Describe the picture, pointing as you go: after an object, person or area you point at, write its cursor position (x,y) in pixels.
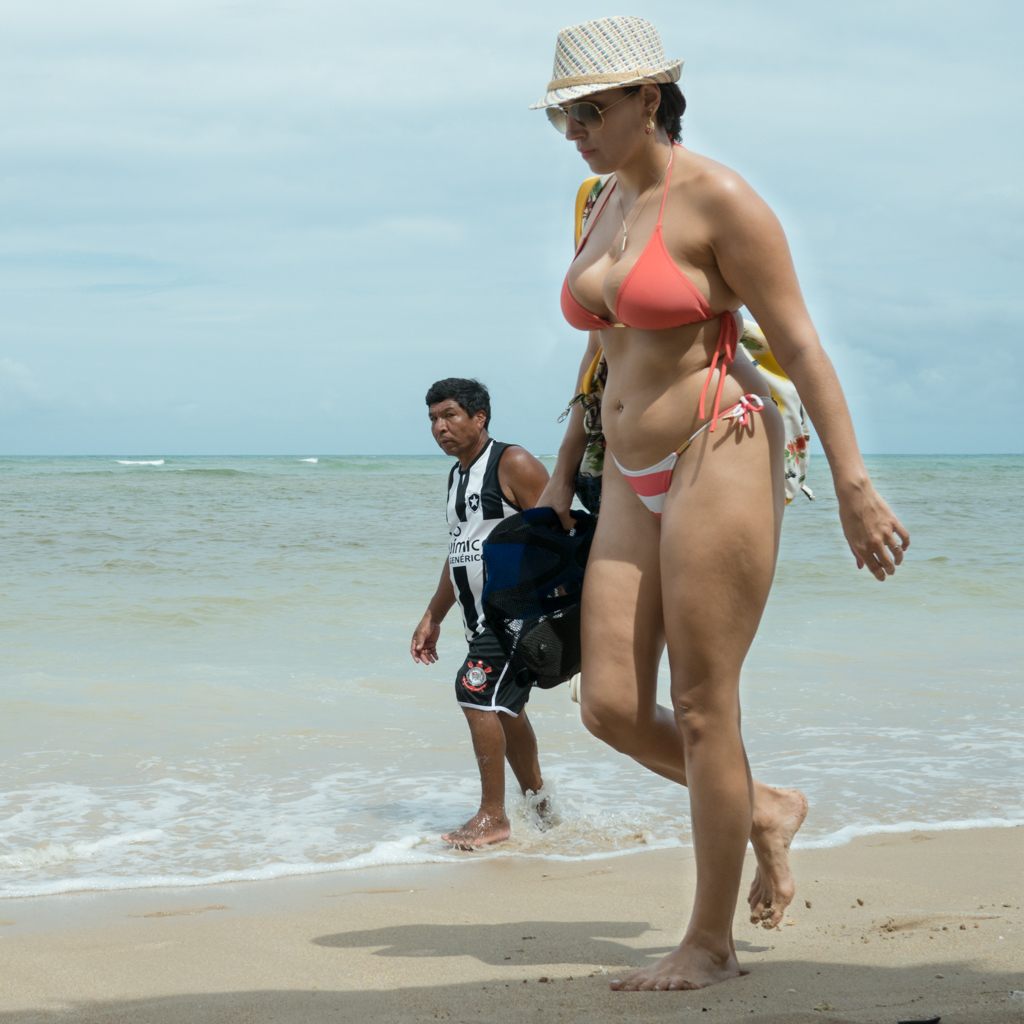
Here in this picture we can see a woman (634,441) in a bikini (644,473) wearing goggles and hat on her walking on the beach (674,855) over there and beside her we can see a man (484,541), who is also walking over there and beside them we can see water (313,596) present all over there and we can see the sky (331,312) is full of clouds (430,340) over there.
